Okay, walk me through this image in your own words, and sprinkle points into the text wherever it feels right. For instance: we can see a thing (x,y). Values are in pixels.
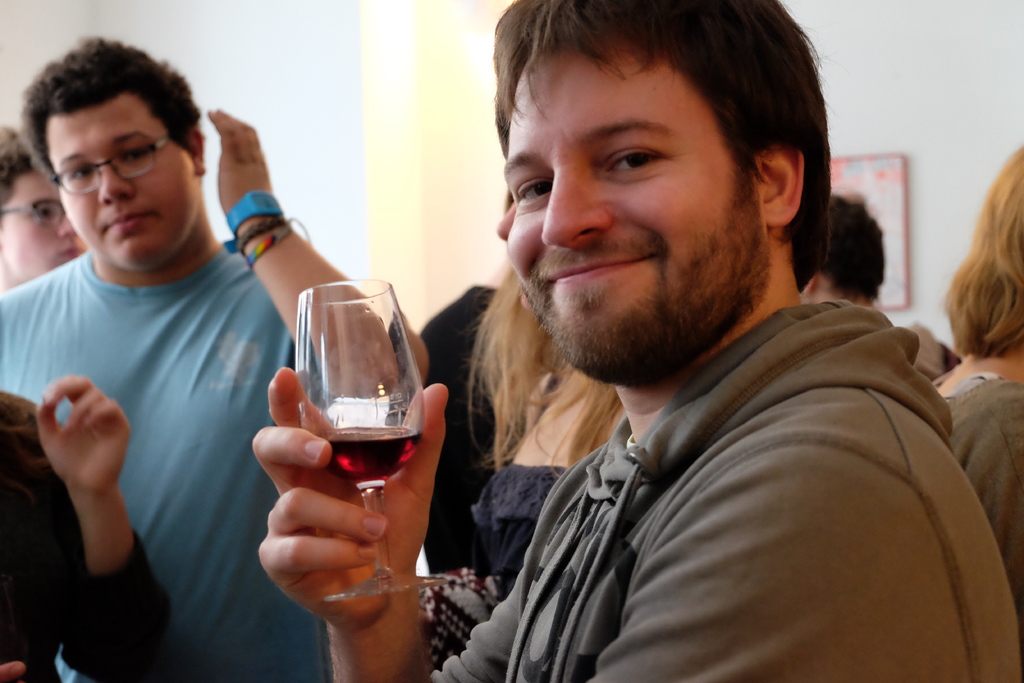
The person (811,511) wearing grey dress (791,510) is holding a glass of wine (389,440) in his hand (412,465) and there are some people (116,316) behind him.
